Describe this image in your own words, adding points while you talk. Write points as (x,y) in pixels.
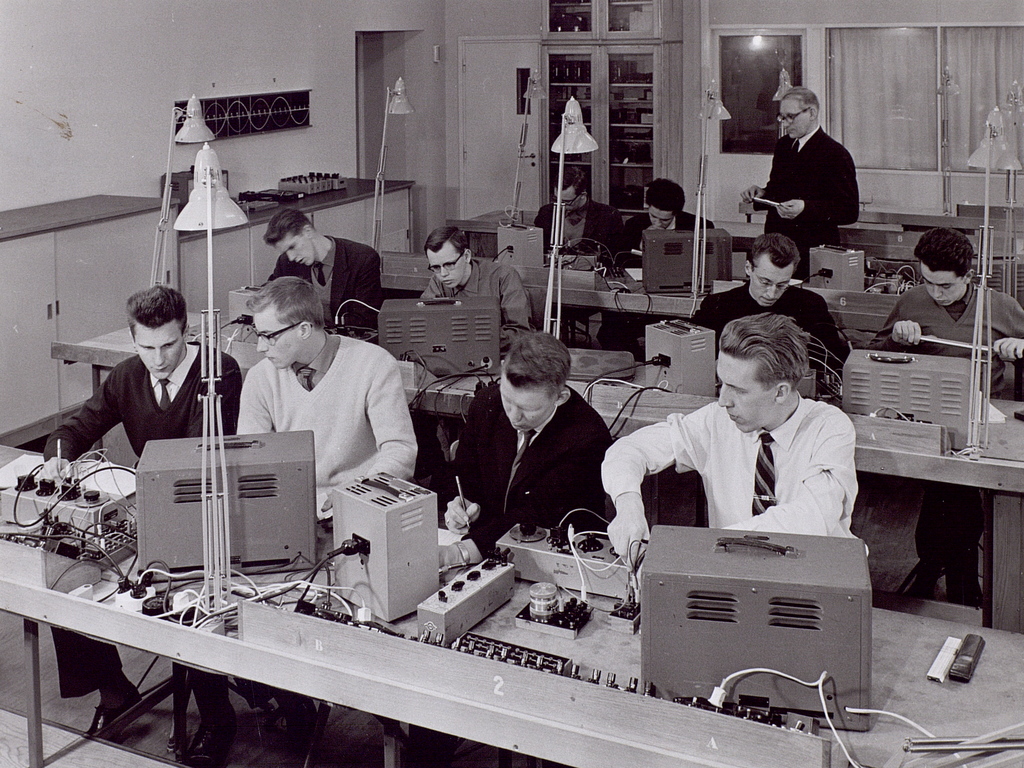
In this image I can see the black and white picture in which I can see few persons (673,438) are sitting in front of the desks (386,643). On the desks (339,643) I can see few lights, few electric equipment (285,523), few wires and few other objects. In the background (832,222) I can see a person (822,190) standing, few windows (747,40), the wall (211,29), few lights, the door (529,67) and few other objects (676,73).
